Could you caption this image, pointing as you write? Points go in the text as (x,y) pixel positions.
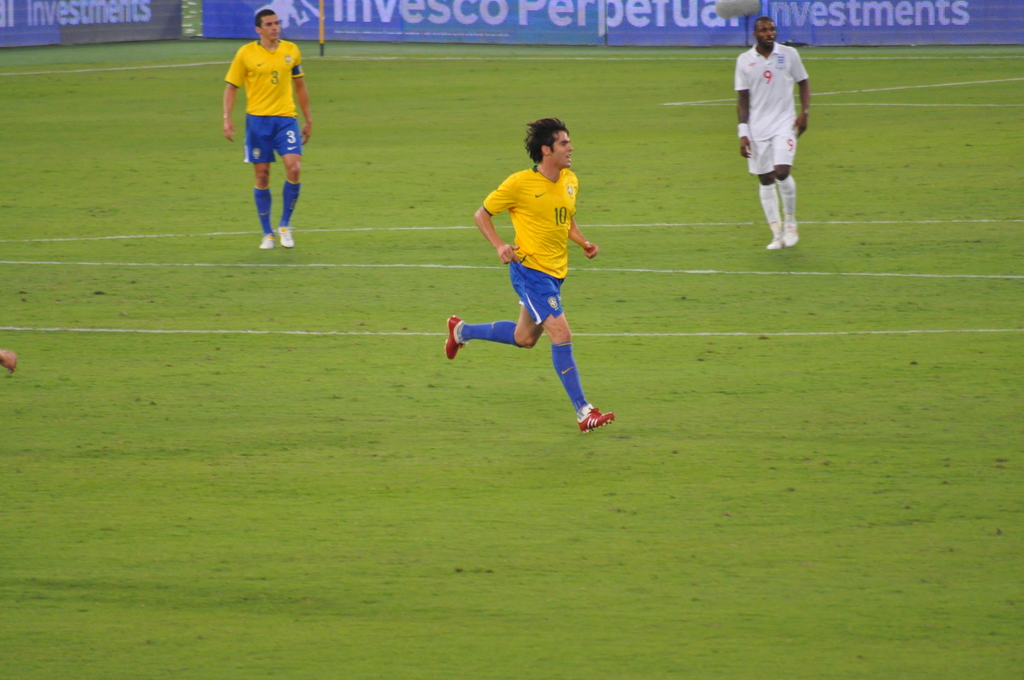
In this image we can see playground (355,275) and two players (569,339) are in yellow color t-shirt (530,225) and blue color shorts (261,145). And one more player (771,113) is in white color dress (771,121). Background of the image (32,16) blue color banner (406,23) is present.
